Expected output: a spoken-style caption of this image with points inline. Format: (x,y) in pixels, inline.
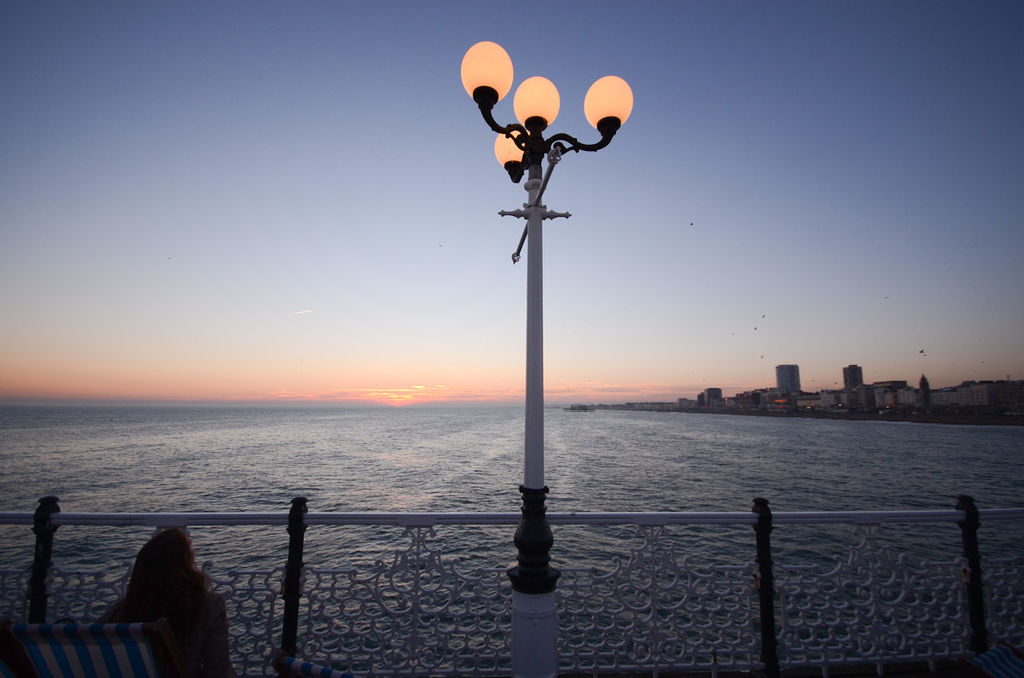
In this image I can see a person (196,565), background (650,304) I can see a pole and few lights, water (726,466), few buildings (739,396) and the sky (435,137) is in blue, white and orange color.
